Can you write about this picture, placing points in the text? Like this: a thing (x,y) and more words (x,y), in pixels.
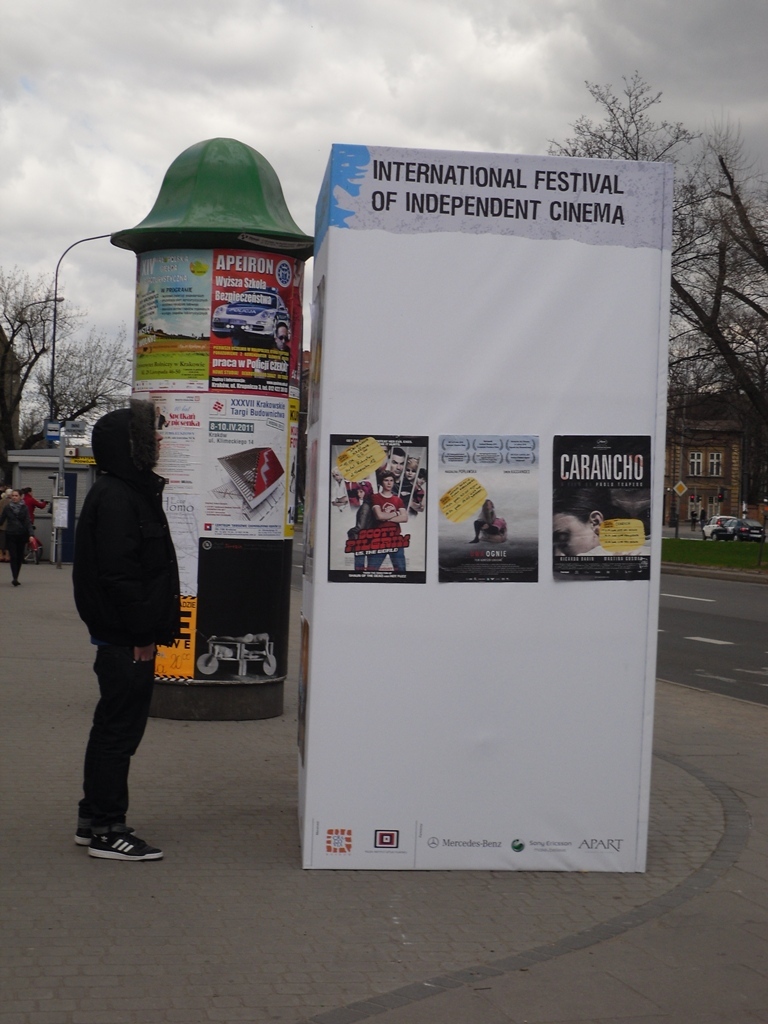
This picture is clicked outside. In the center (460,535) we can see the text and some pictures (297,340) on the objects (269,570) placed on the ground (173,805) and we can see a person (117,653) standing on the ground (169,768). In the background (170,69) we can see the sky (321,67) which is full of clouds (173,67) and we can see the trees (696,288), buildings (721,441), vehicles (724,524), group of persons (17,534) and some other objects (34,555).
